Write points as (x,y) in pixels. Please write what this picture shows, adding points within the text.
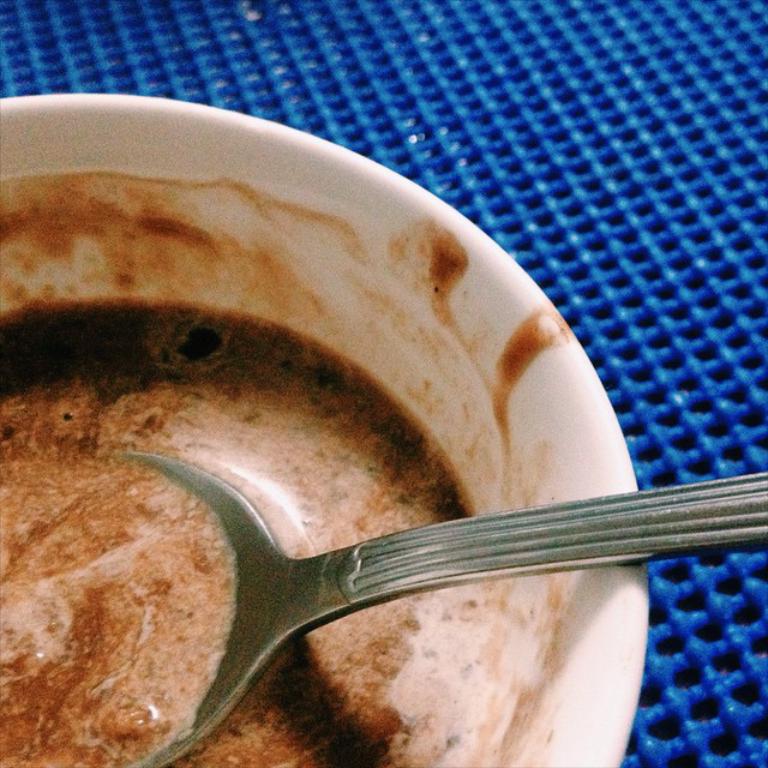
In this picture there is food (142,719) and spoon (241,541) in the white bowl (586,374). At the bottom (669,734) it looks like a table mat (493,127).
